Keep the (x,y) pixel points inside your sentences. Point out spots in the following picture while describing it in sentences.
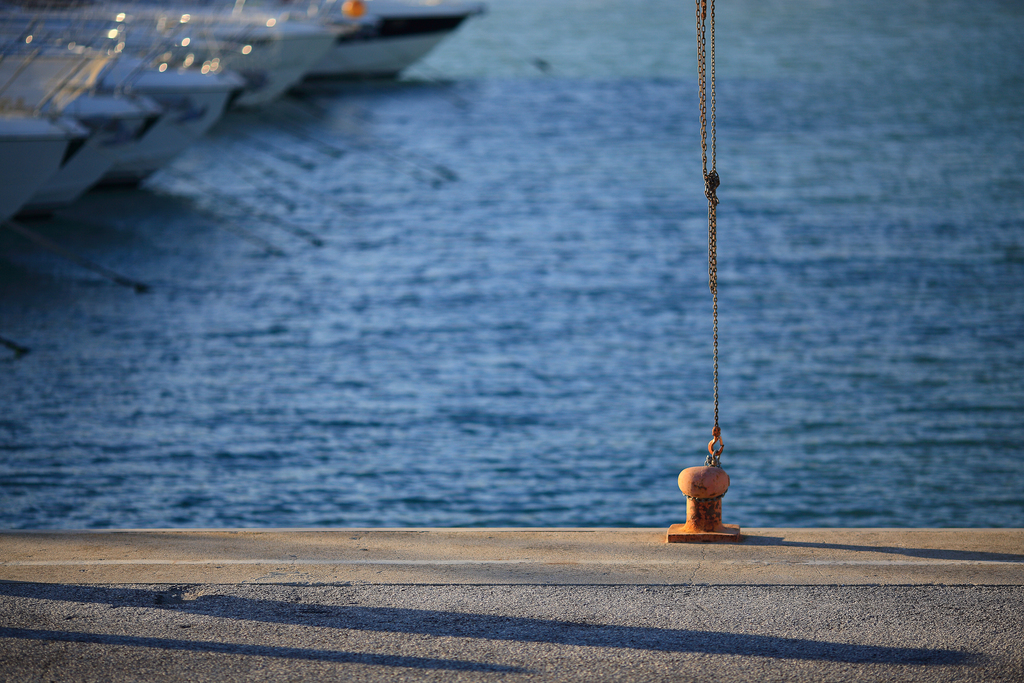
In this picture I can see the lake (835,294). In the top left corner (62,44) I can see many boats (43,56). At the bottom (644,594) I can see the road (184,634). On the right (705,540) I can see the chain (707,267) which is attached to this rod (693,535).
